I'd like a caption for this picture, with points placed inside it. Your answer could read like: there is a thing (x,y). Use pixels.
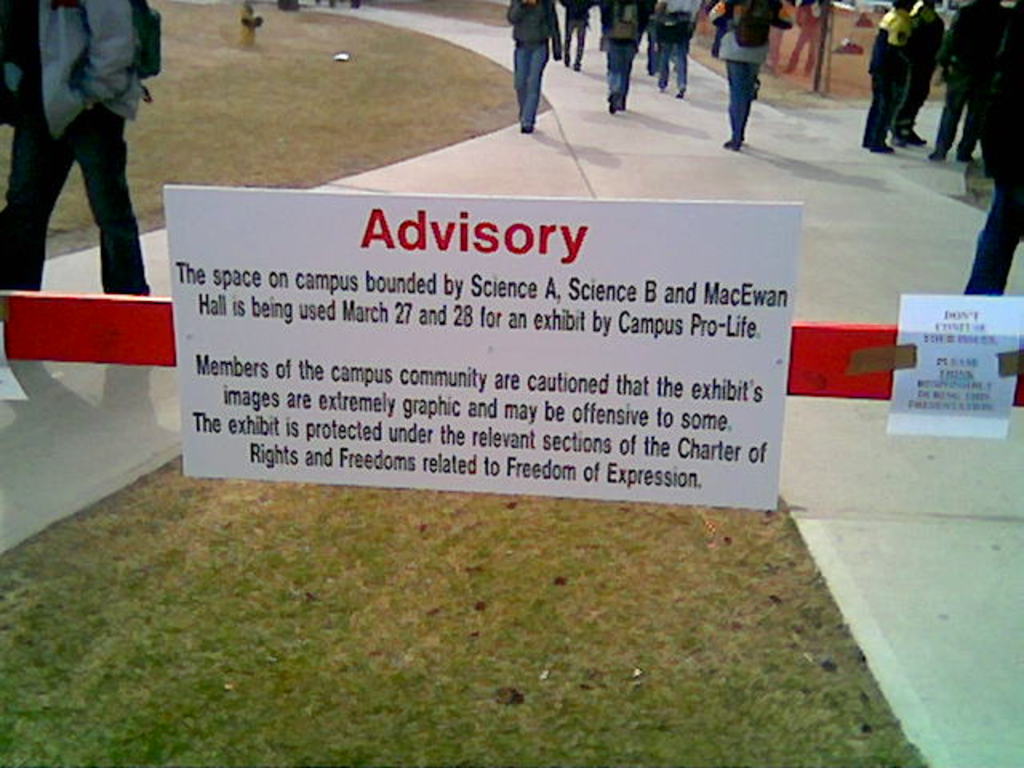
In the image there is a caution board (250,338) in the front (458,342), behind it there is footpath (671,110) with grass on either side and many people (968,158) walking on it.
